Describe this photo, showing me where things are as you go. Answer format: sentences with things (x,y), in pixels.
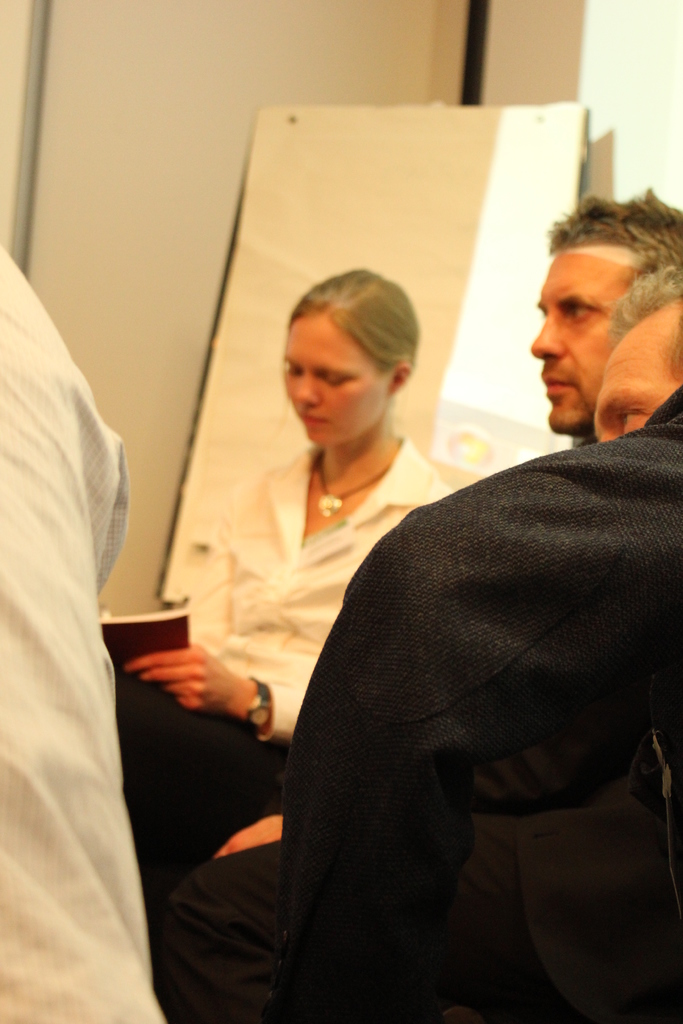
In this image there are group of people (266,556), and in the center (335,355) there is one woman (264,606) who is sitting and she is holding a book (156,629). And in the background (363,120) there is a board (489,170) and a wall (166,0).
